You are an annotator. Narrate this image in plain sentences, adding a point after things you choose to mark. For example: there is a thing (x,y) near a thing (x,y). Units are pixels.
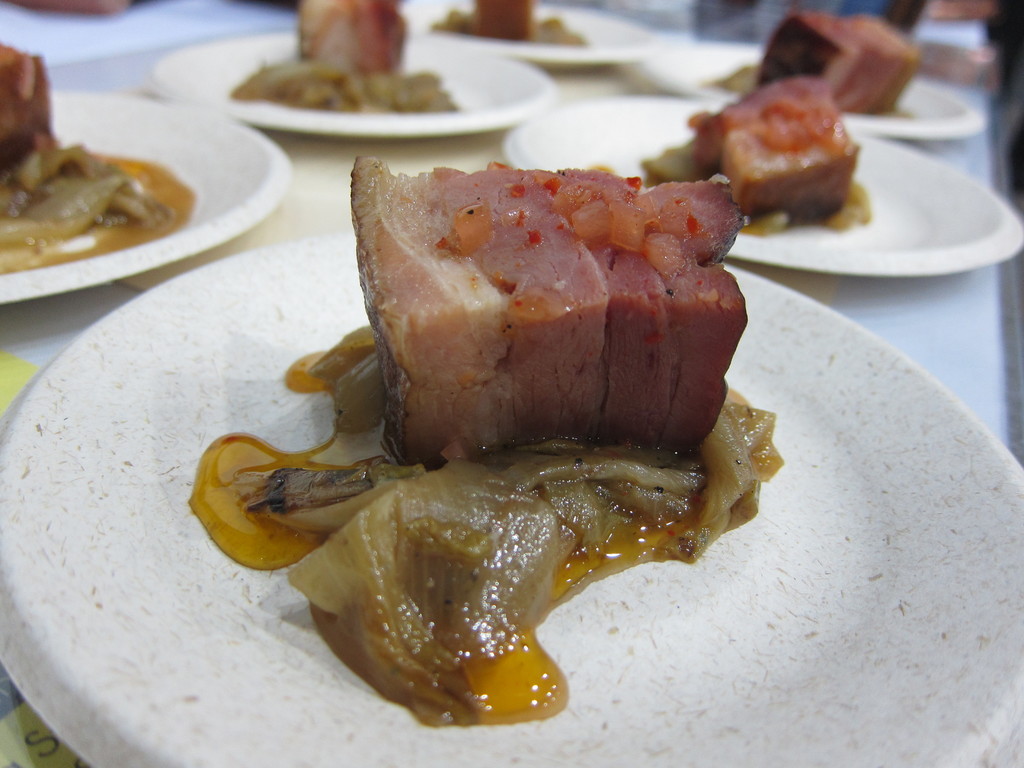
In this image we can see some food items (492,222) on the plates (209,394), which are on the table (957,278), and the background (262,95) is blurred.
